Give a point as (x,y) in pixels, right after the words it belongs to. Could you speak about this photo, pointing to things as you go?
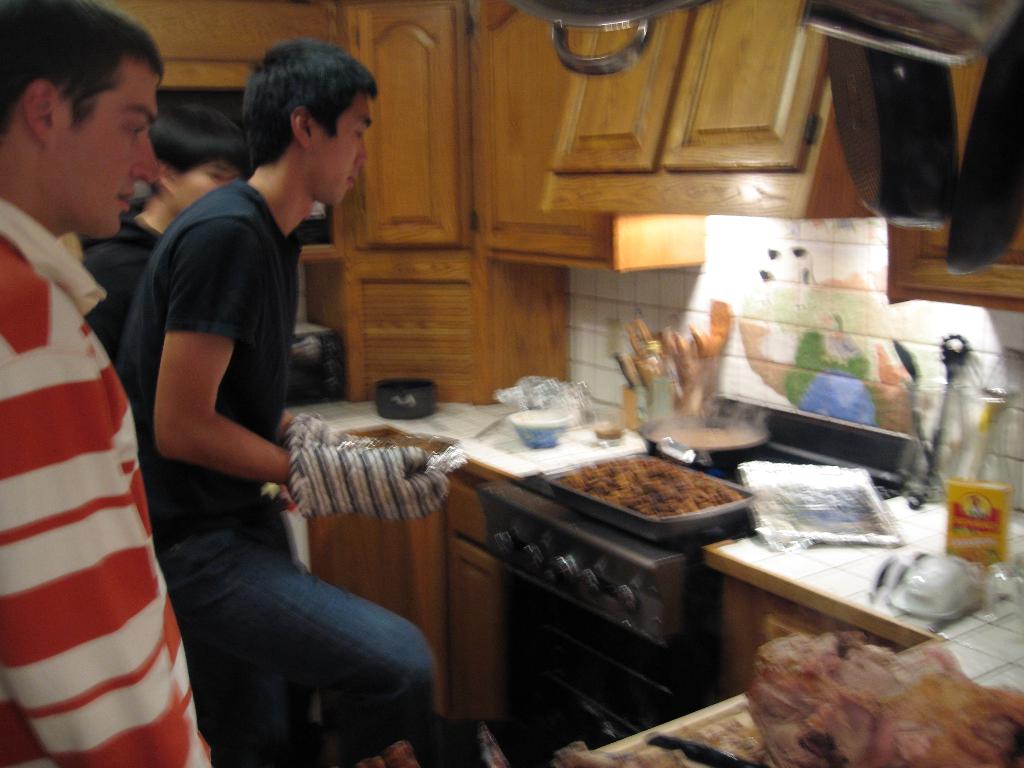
In this image i can see a people (27,23), wooden object (852,621), electronic gadget (883,481), bowl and some other objects (1017,590).
